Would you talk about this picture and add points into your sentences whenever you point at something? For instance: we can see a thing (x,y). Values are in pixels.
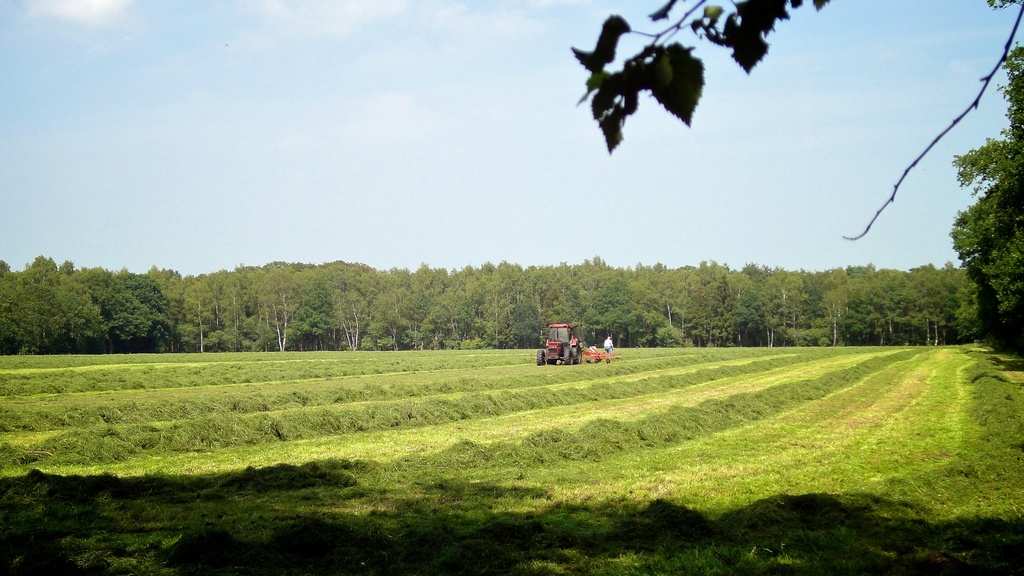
In this picture I can see the grass ground (269,380) in front and in the middle of this picture (543,361) I can see a vehicle (563,347) and a person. In the background (344,312) I can see number of trees (827,304) and the clear sky (516,87).
